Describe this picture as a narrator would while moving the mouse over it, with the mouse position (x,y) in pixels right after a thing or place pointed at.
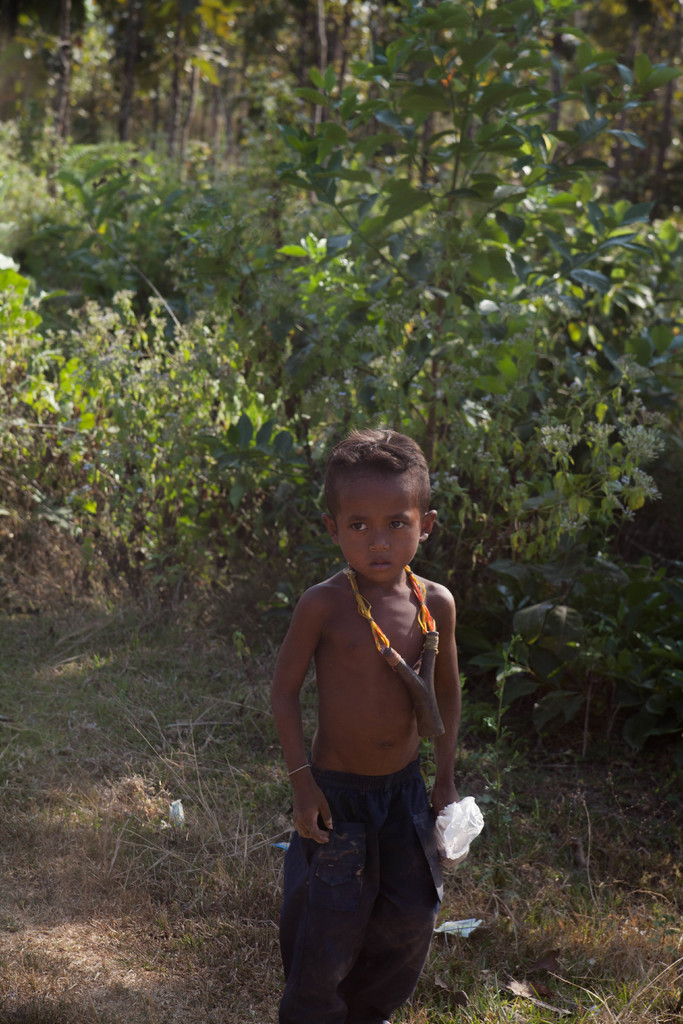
This picture shows a boy (452,683) and we see trees (466,210) on the back (534,395) and he is holding a carry bag (469,820) in his hand (443,789) and we see grass (165,909) on the ground (203,861).
